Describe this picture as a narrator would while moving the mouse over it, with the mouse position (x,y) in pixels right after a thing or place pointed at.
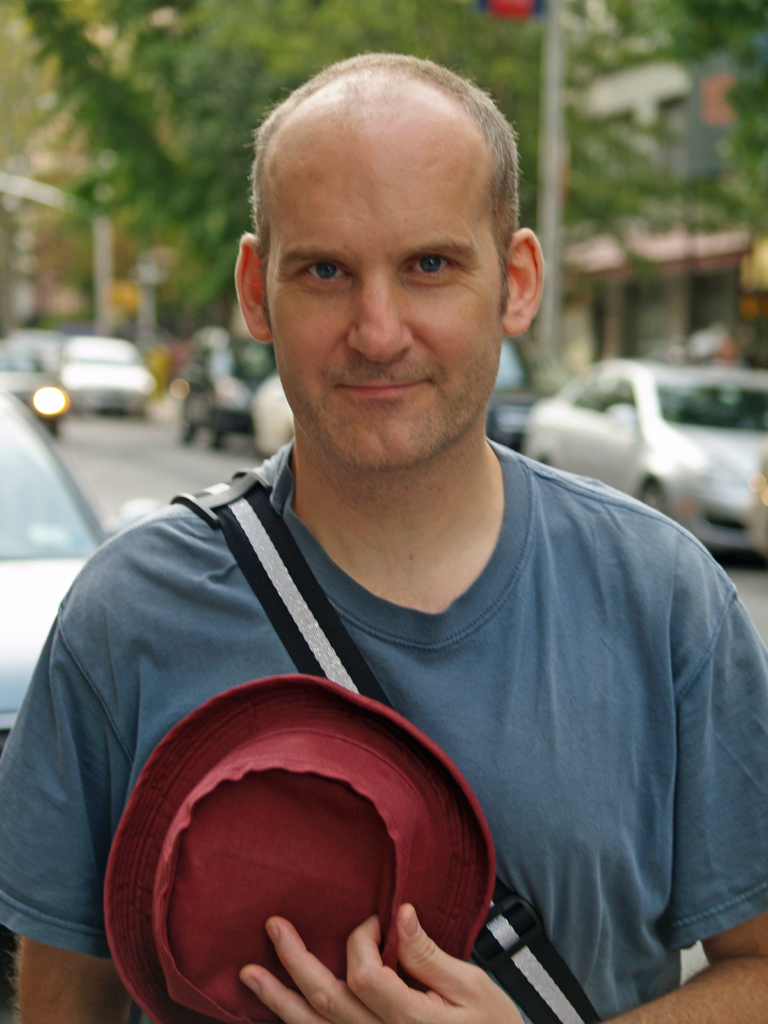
In this picture we can see a man (472,497), he is holding a cap (253,765), in the background (127,394) we can find few vehicles (54,479) on the road (136,439), and also we can see few poles (59,204) and trees (205,126).
